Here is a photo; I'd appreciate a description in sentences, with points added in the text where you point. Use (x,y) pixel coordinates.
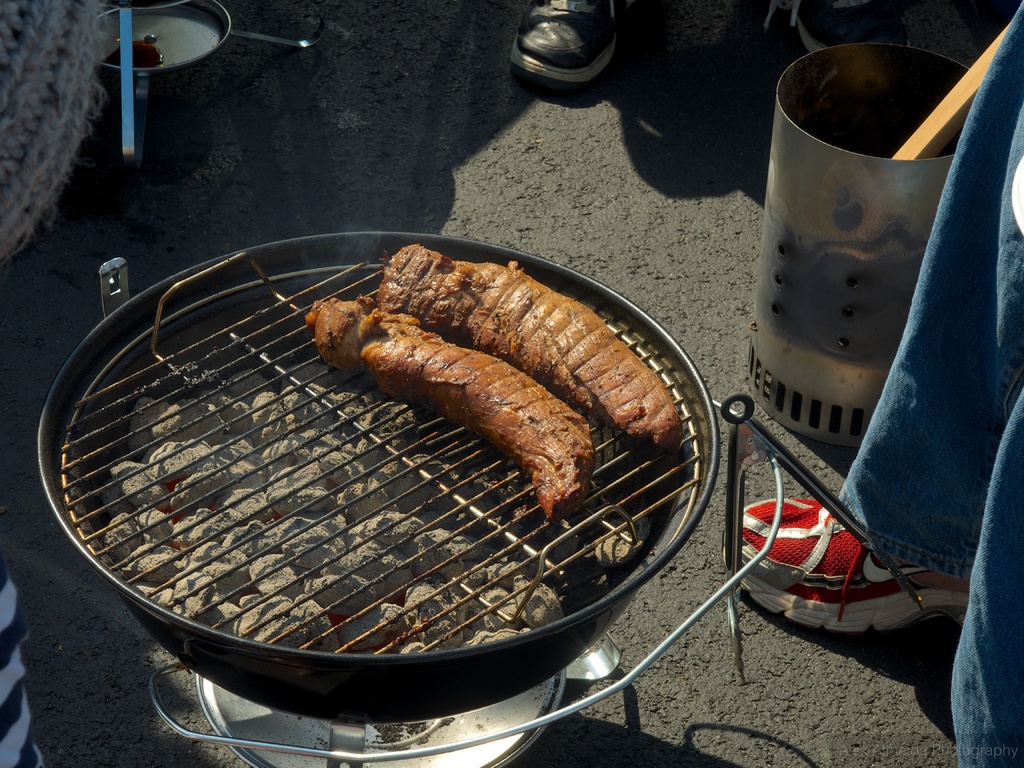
In this image I can see a food (517,387) on the grill stove (412,489). Back I can see few objects (955,75) and few people (942,288). Food (418,362) is in brown color.
